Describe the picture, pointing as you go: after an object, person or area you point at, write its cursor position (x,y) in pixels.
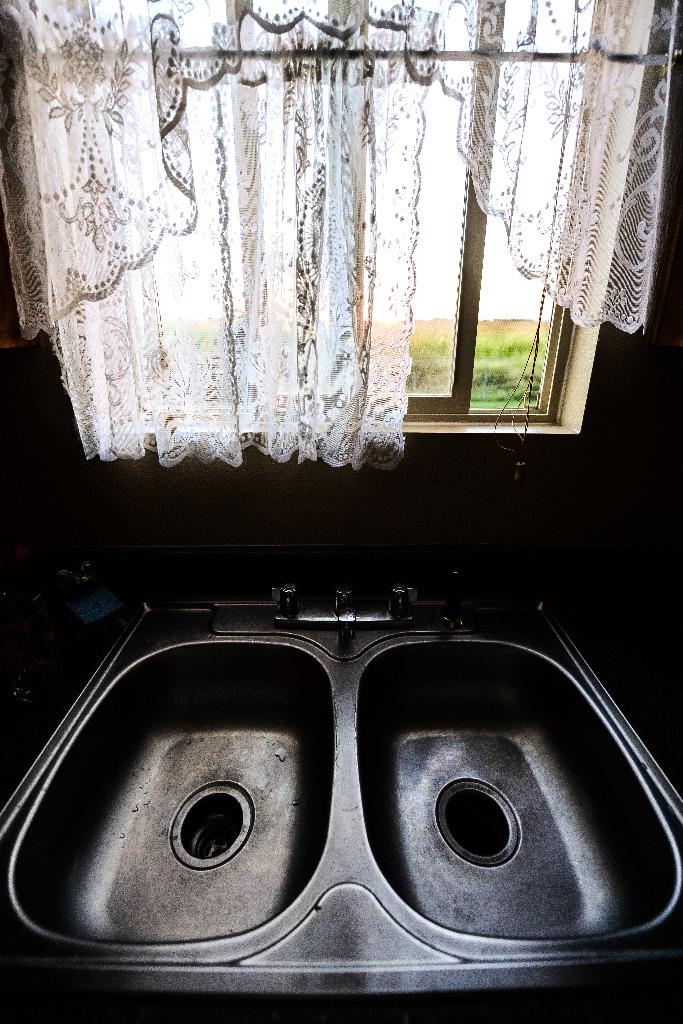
In this picture there are sanitary equipment (372,750) at the bottom side of the image (336,737), there is a window (431,322) with curtain (312,209) in the center of the image (441,345), there is greenery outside the window (438,331).
